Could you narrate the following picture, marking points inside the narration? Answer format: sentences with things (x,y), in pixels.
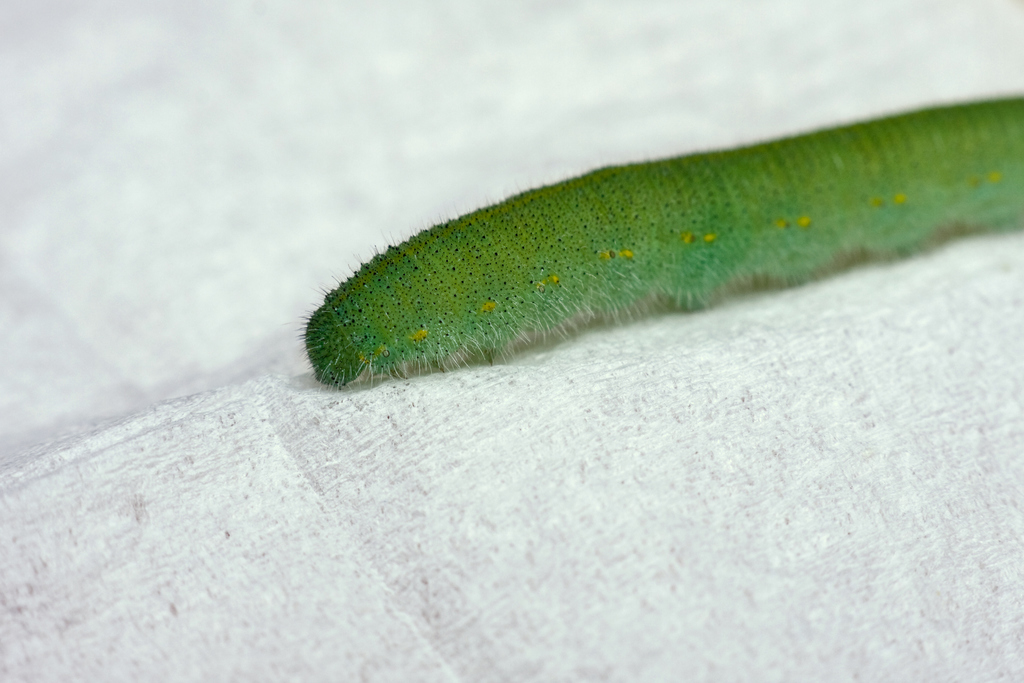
This is a zoomed in picture. in the center (479,351) there is a green color insect (796,236) on a white color object (403,398).
